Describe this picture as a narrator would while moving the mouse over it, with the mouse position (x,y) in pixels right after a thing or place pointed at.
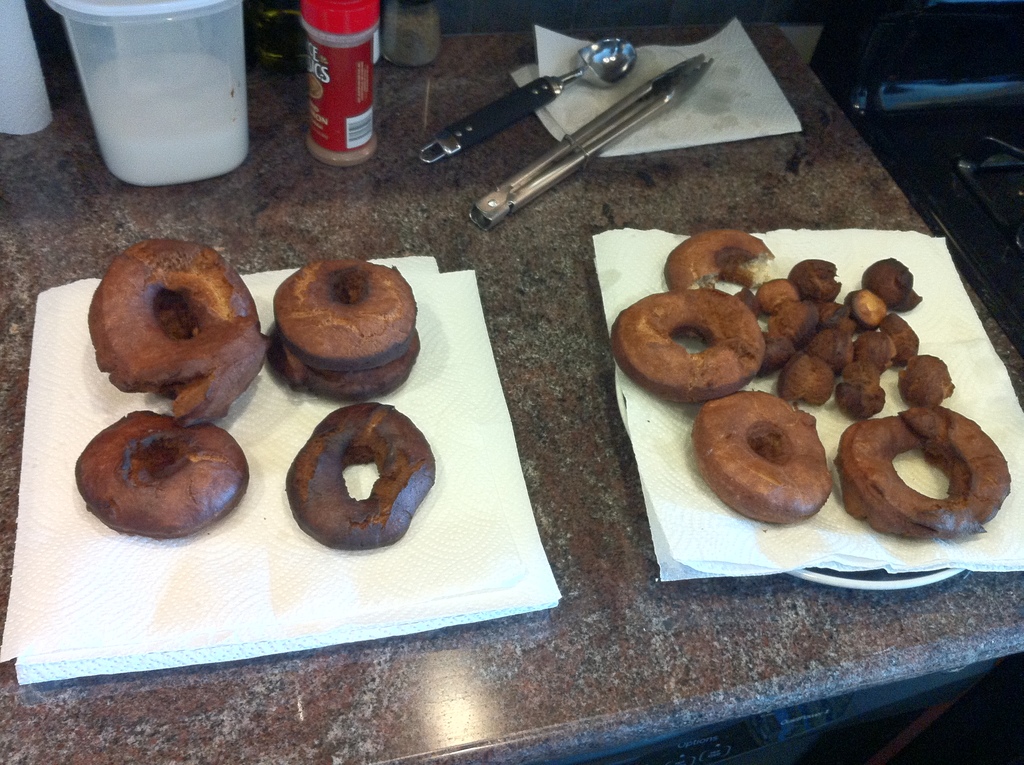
In this image, we can see doughnuts (645,386), tissues (527,572), plates (831,580), jars (236,92) and some holders (509,107) on the table (729,656). In the background (894,68), there is an object (926,124).
